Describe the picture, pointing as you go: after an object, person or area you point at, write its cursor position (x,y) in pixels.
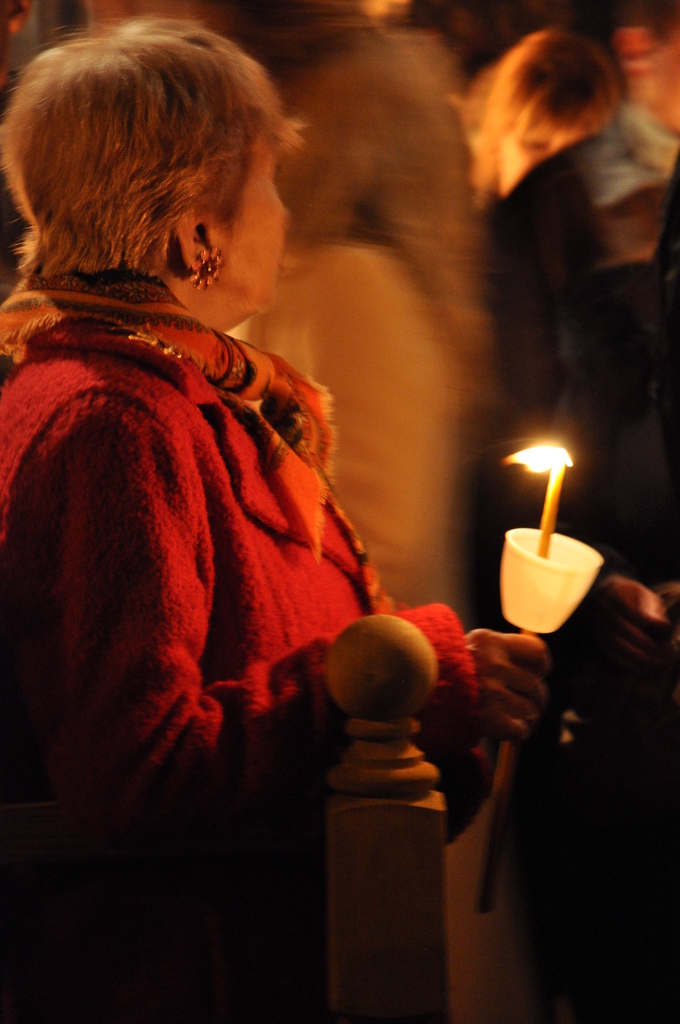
In this picture we can see a woman (218,591) is standing and holding a candle (527,603) in the front (345,541), in the background (418,490) there are some people (487,105).
